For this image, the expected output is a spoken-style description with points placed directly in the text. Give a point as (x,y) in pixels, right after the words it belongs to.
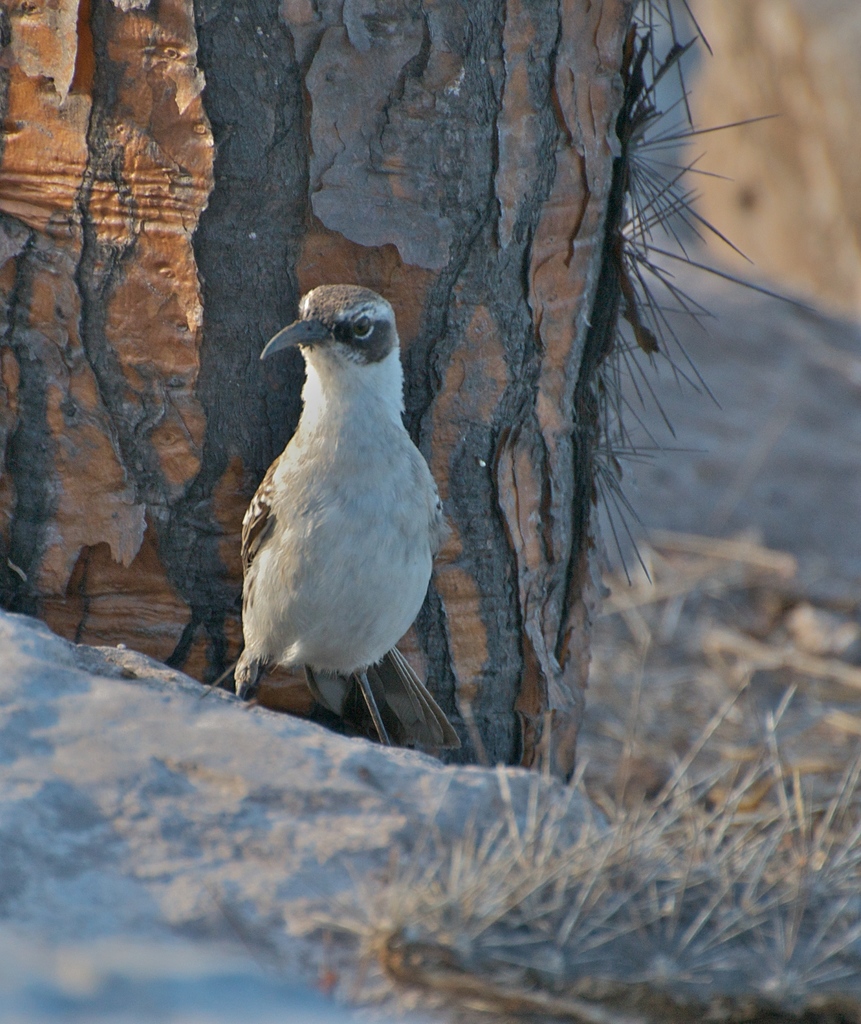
In the picture I can see a bird (336,563) is standing on the ground (342,820). In the background (286,98) I can see a tree (406,272) and the grass (743,773). The background of the image (749,404) is blurred.
